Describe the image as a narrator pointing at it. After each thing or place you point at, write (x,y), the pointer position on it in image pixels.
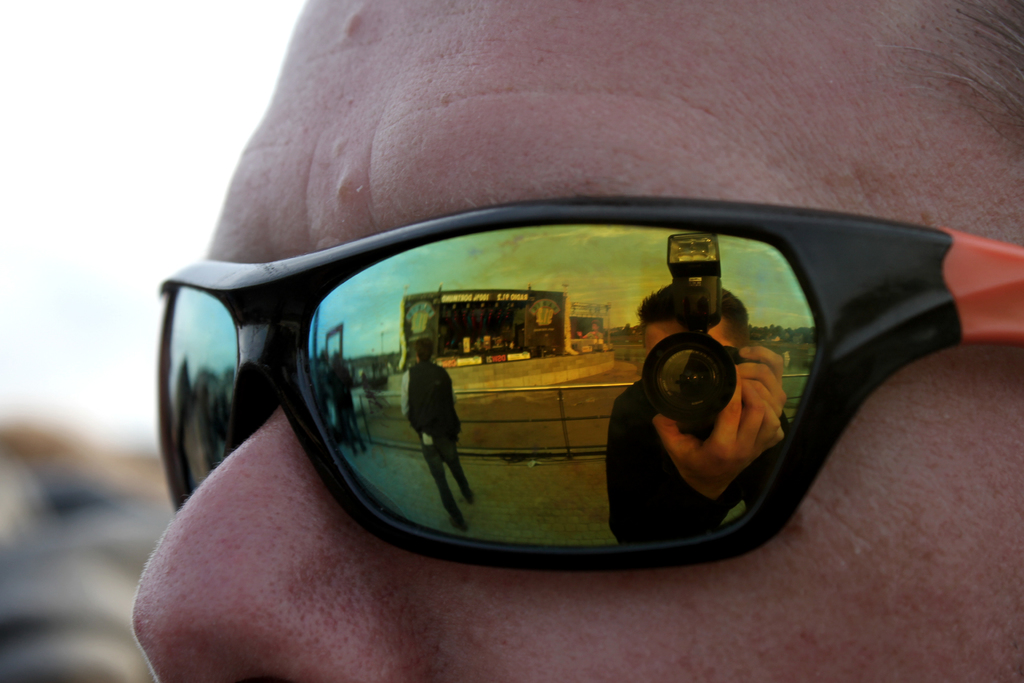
In the image we can see goggles (397,440) to a person eyes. On the glasses (649,543) of the goggles (350,455) we can see the reflections (470,467) of few person's (429,434), a person (624,413) holding camera (682,423) in the hands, trees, fence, buildings (449,334) and clouds (390,281) in the sky (376,288). In the background (56,197) the image is blur.
